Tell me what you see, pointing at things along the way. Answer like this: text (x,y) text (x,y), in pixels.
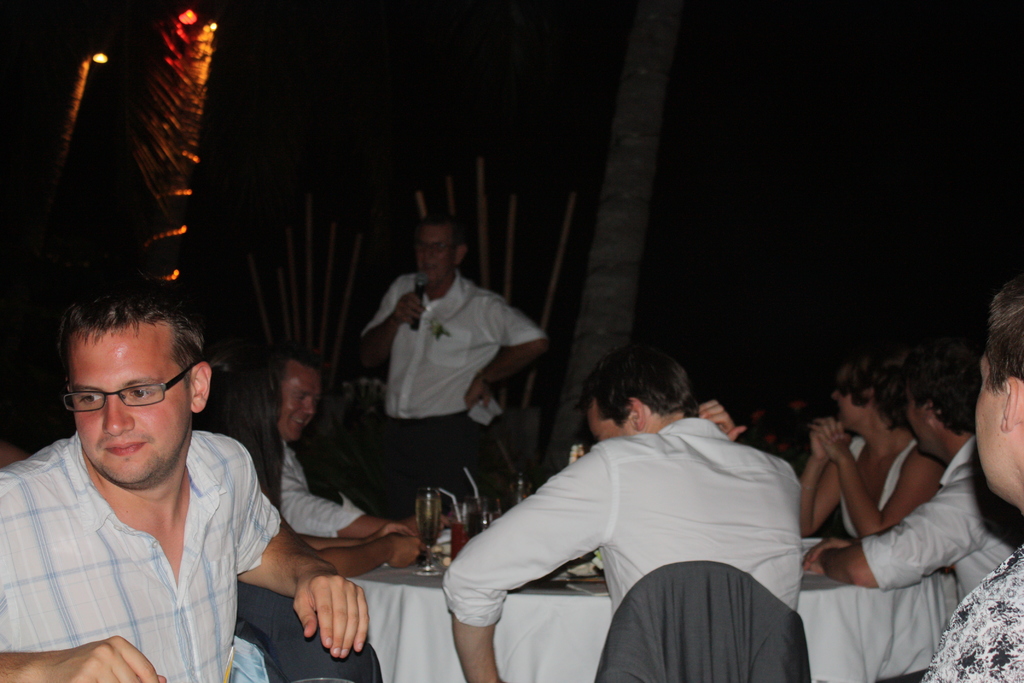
This picture is taken during night, in the picture there is a table (388,576) in the middle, on the table (406,581) there are some glasses (419,506), around the table (436,574) there are few people (935,511), one person (433,347) holding a mike (420,291) standing beside the trunk (601,228) of tree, in the top left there are some lights (184,101) visible, background (703,134) is dark.
